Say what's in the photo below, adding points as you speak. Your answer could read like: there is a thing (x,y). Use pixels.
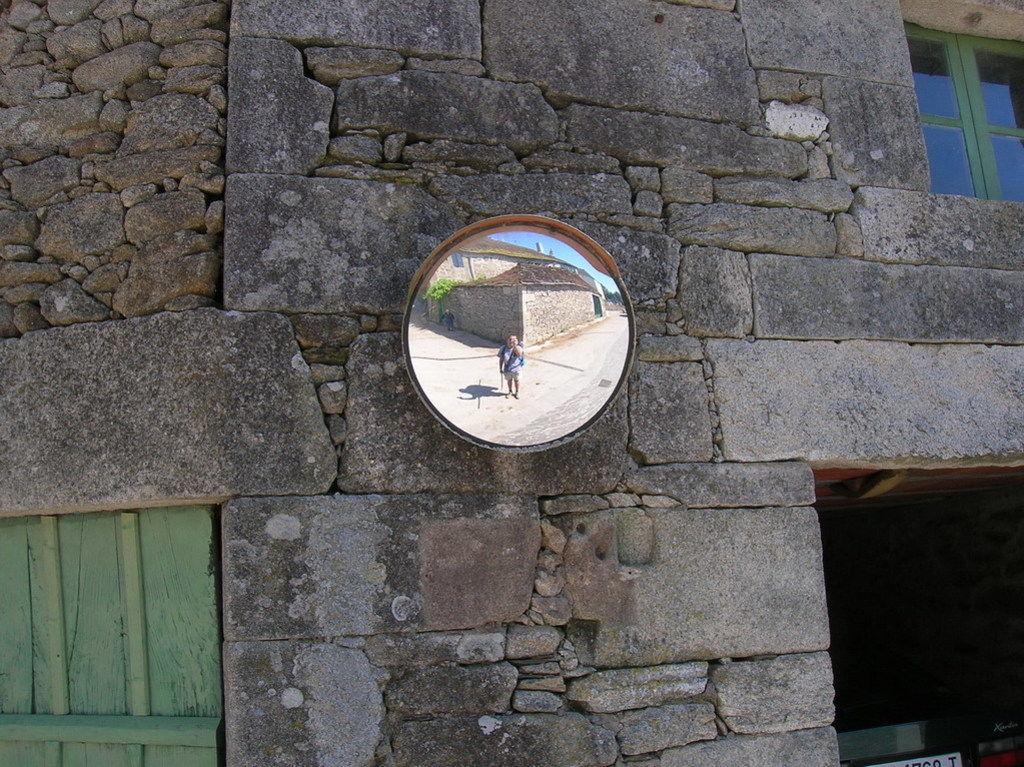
In the image there is mirror (467,263) on the wall (285,145) with window (950,159) on the side of it, there is a person reflection (517,347) in the mirror (450,346) with buildings (523,308) behind him.
